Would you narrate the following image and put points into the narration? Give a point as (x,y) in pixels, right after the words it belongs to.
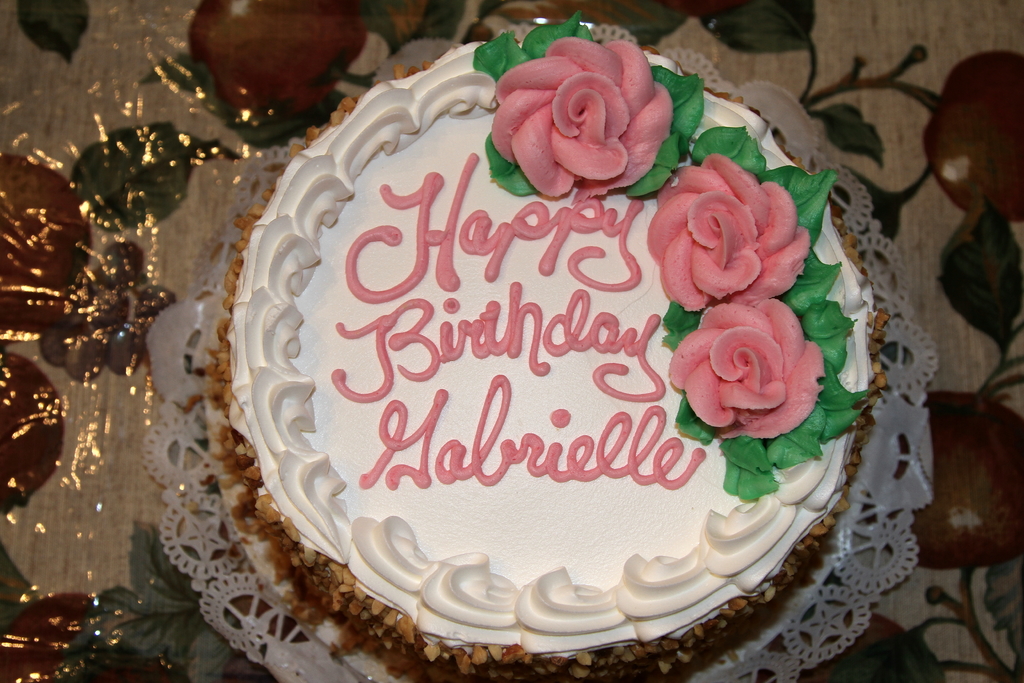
In this image I can see a cake (627,406) is placed on a cloth (930,324). On the cake (464,294) there is some text (531,461).
